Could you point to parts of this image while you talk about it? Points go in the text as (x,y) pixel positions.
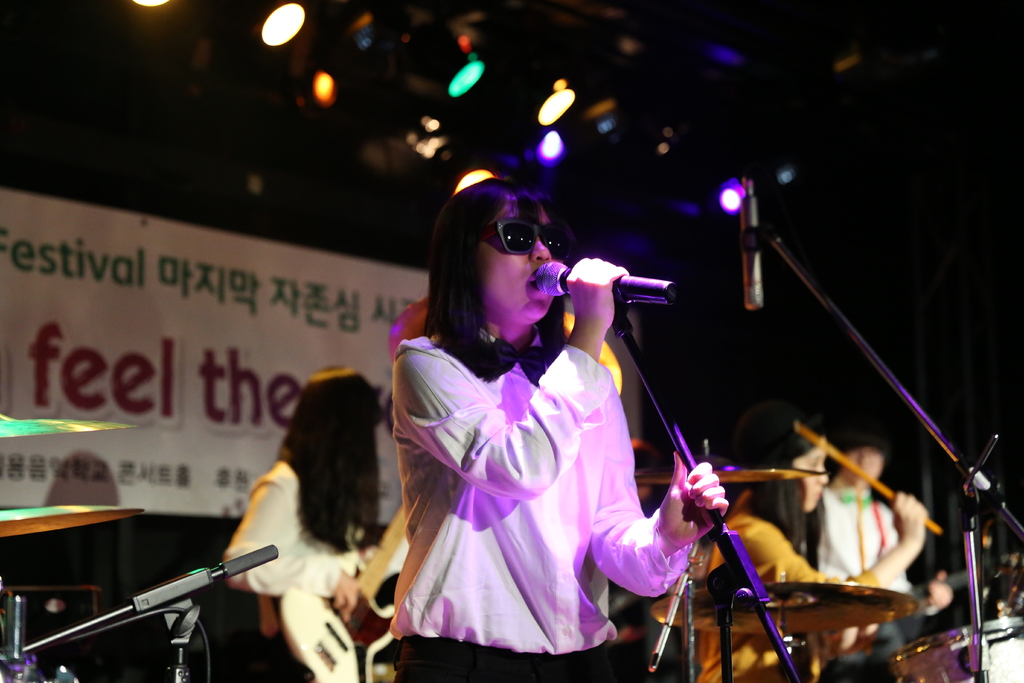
In this picture there is a woman (616,410) wearing a white shirt (445,456), black trousers (539,679) and she is holding a mike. Towards the left (188,641) there is another mike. Towards the right (977,474) there is a mike stand (982,488). Behind her there is a woman (284,658) playing a guitar (327,599). Towards the right (772,437) there is a woman (772,451) and man (856,441). In the background (134,223) there is a board (49,240) and some text (43,255) printed on it. In the top (417,145) there are some lights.
